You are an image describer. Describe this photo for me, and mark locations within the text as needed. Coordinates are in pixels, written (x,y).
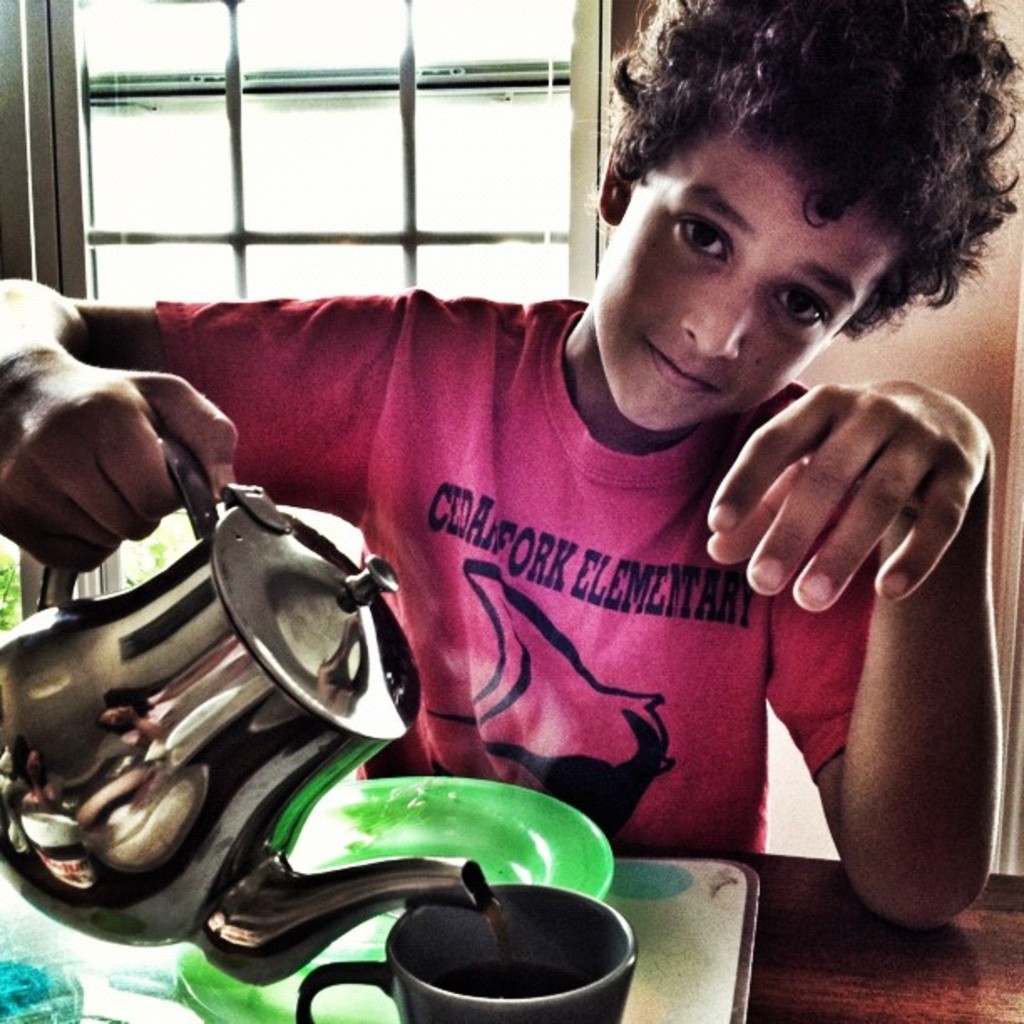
In this image we can see a boy (430,660) holding a jug (297,696). In front of him there is a wooden surface (833,926). On that there is a tray (665,924) with plate (536,803) and cup (481,922). In the back (490,115) there is a wall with window (276,119).
